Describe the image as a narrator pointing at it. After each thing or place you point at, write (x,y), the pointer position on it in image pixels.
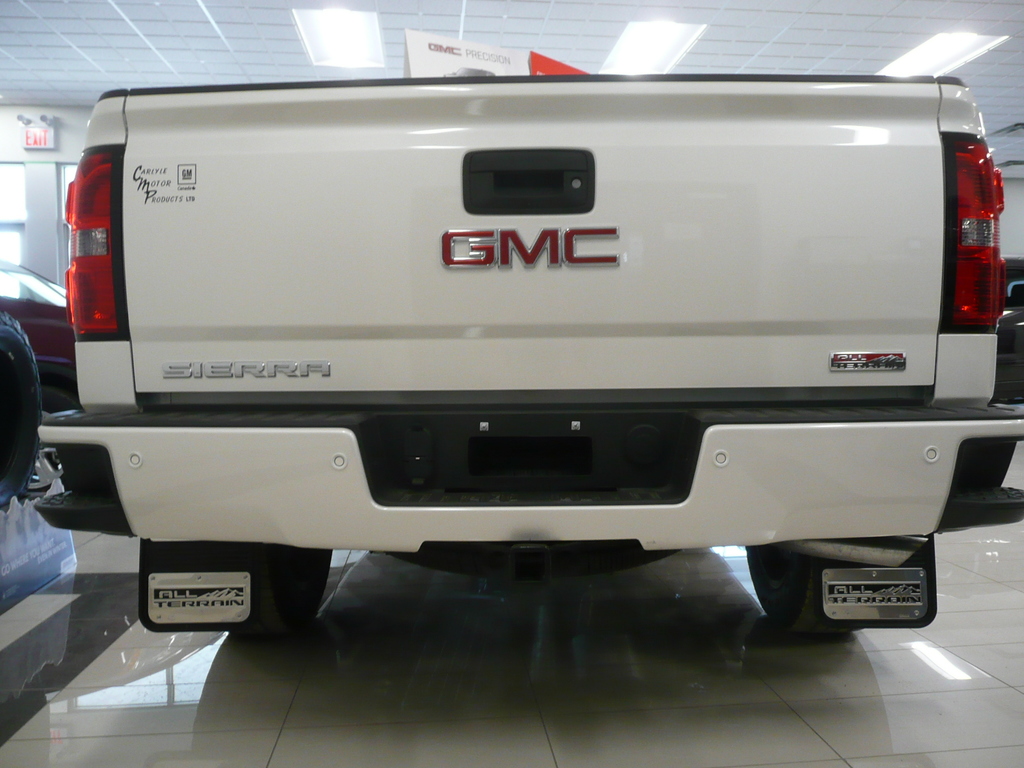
In this picture I can see the truck (687,195) on the floor (409,629). Beside that I can see the cars (62,368). At the top (125,20) I can see the tube-light (644,62) and ceiling (161,51) on the roof (598,62). In the top left corner (54,137) there is an exit sign board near to the door (18,194).
